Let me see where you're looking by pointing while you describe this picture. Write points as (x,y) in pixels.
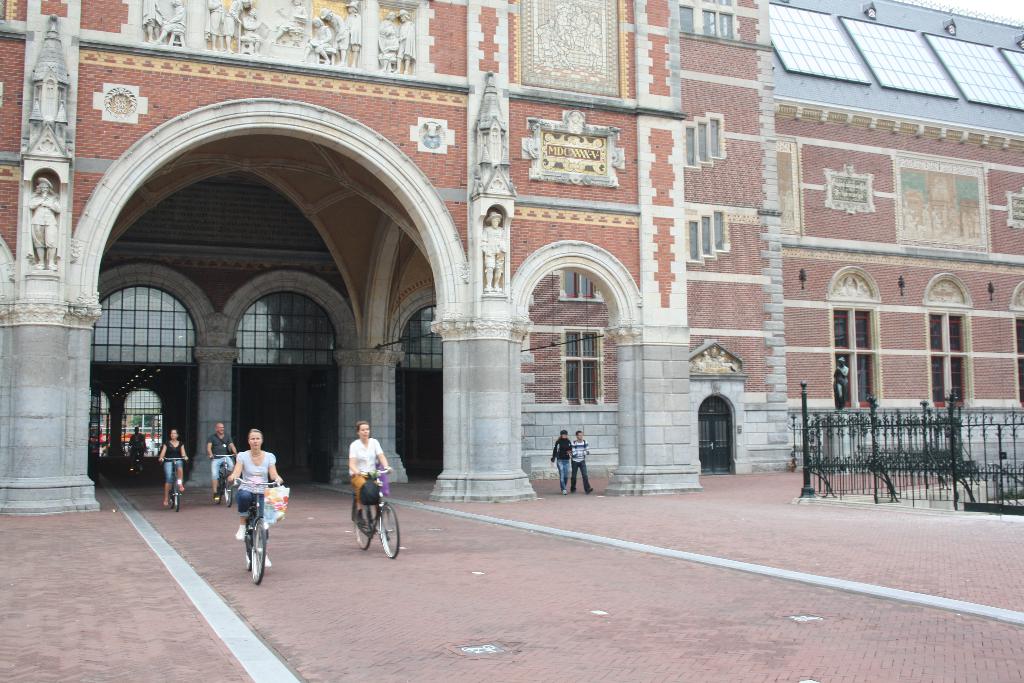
In this picture we can see five people (134,464) are riding bicycles (362,526) on the ground (550,554), two people (560,459) are walking, statues (838,388), fence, building (792,294) with windows (425,335) and some objects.
